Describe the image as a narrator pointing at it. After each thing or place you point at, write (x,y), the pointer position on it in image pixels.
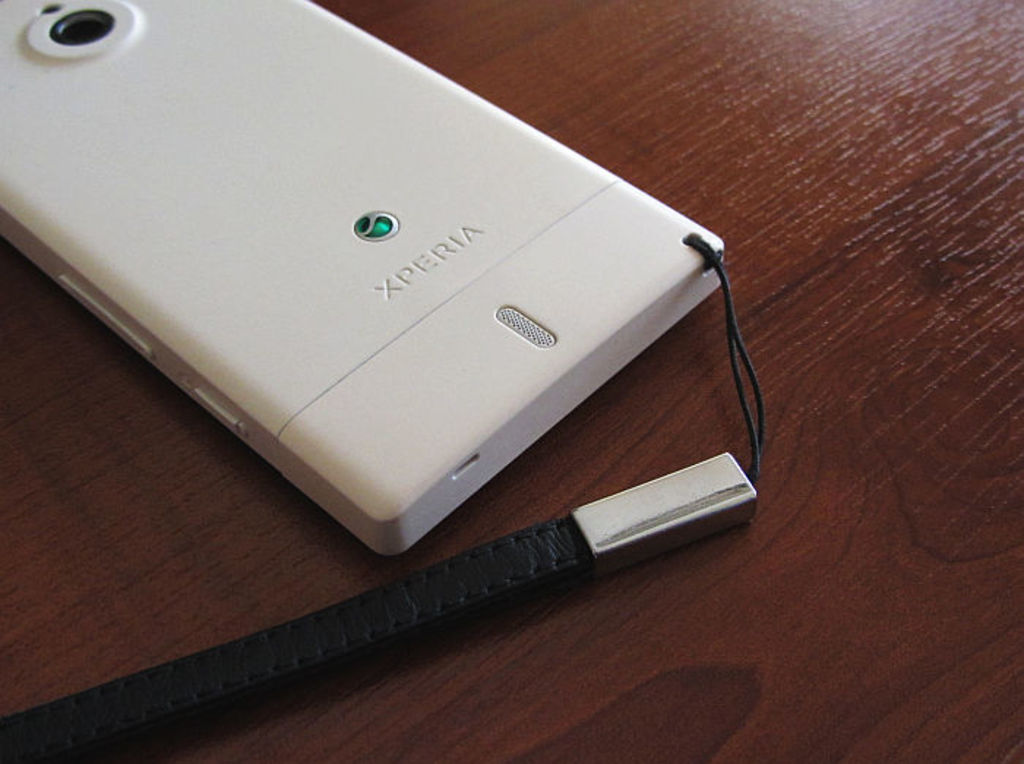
In this image we can see a mobile (444,332) placed on the table (810,675).
